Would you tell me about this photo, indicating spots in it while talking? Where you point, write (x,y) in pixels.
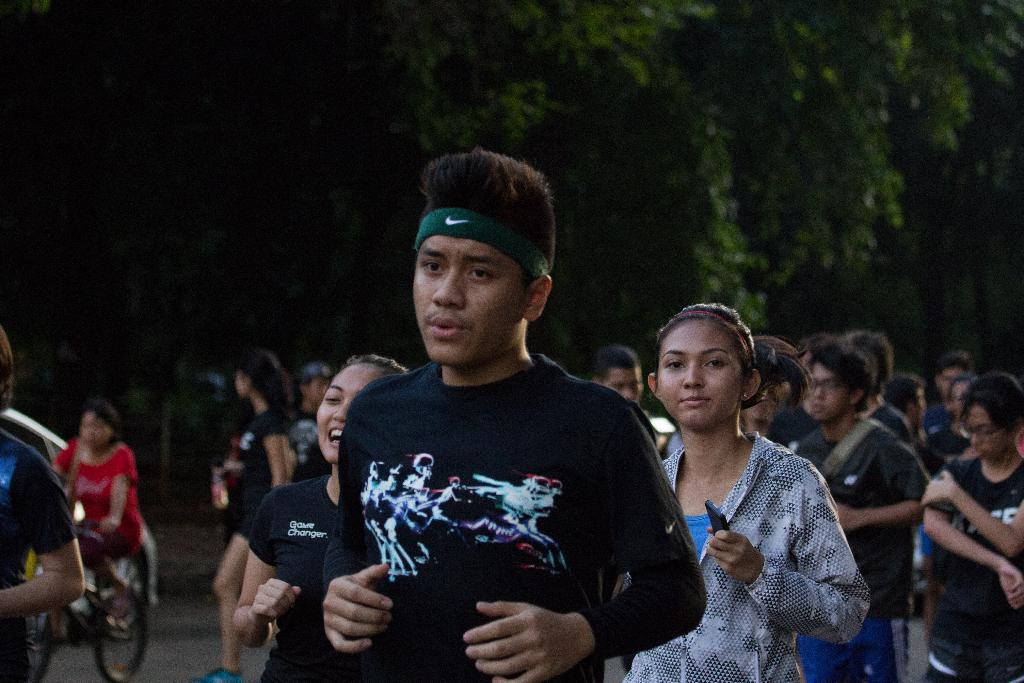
In this picture I can see group of people (479,326), there are vehicles (33,670) on the road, and in the background (388,244) there are trees (570,313).
